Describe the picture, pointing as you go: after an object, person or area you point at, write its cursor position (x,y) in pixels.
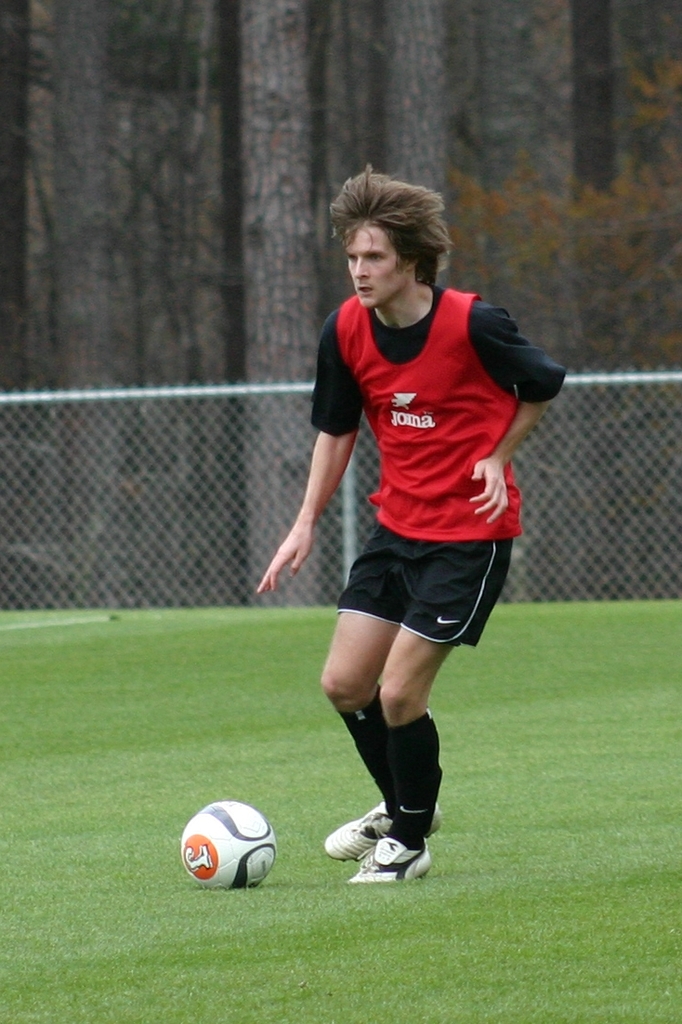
This picture shows a man (348,632) playing football and we see football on the ground (187,950). We see metal fence (207,436) and trees (325,223) and grass (179,624) on the ground (558,983).
